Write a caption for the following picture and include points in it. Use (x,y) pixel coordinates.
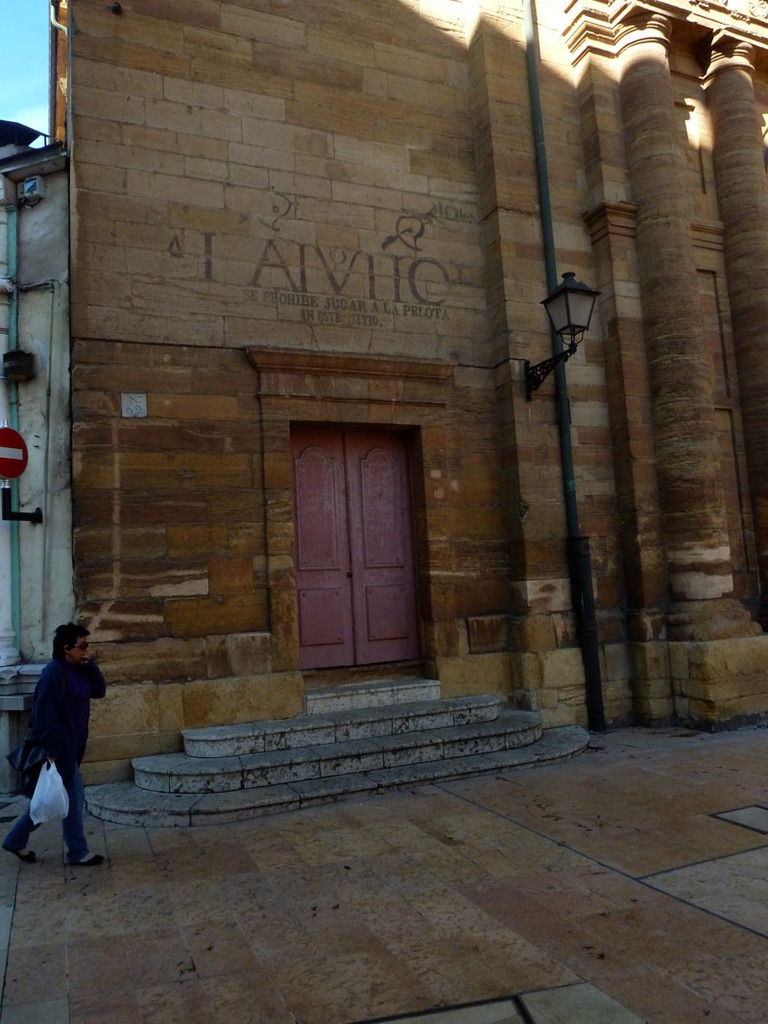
In this image I can see a person (46,698) walking holding a cover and the cover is in white color, background (128,354) I can see a building (124,340) in brown color and sky (5,66) in blue color.
